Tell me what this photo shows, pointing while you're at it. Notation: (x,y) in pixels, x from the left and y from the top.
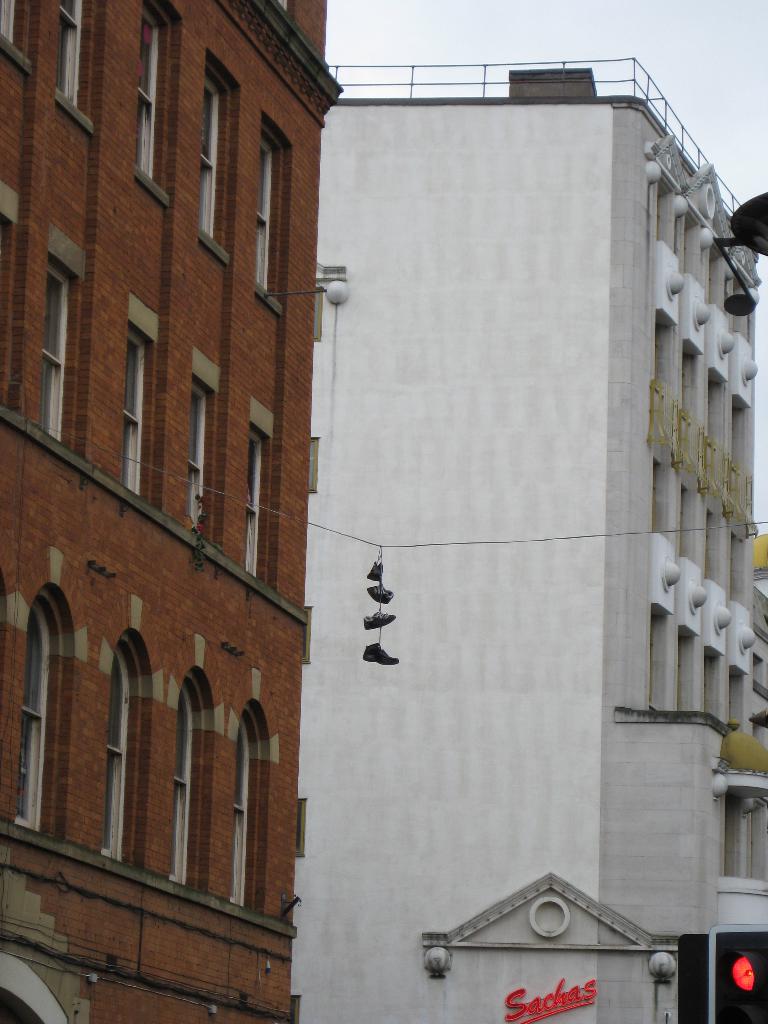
In the middle of the images we can see few shoes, in the background (394,714) we can find few buildings (457,359) and metal rods (688,132), at the bottom of the image (701,971) we can see few traffic lights (722,962).
